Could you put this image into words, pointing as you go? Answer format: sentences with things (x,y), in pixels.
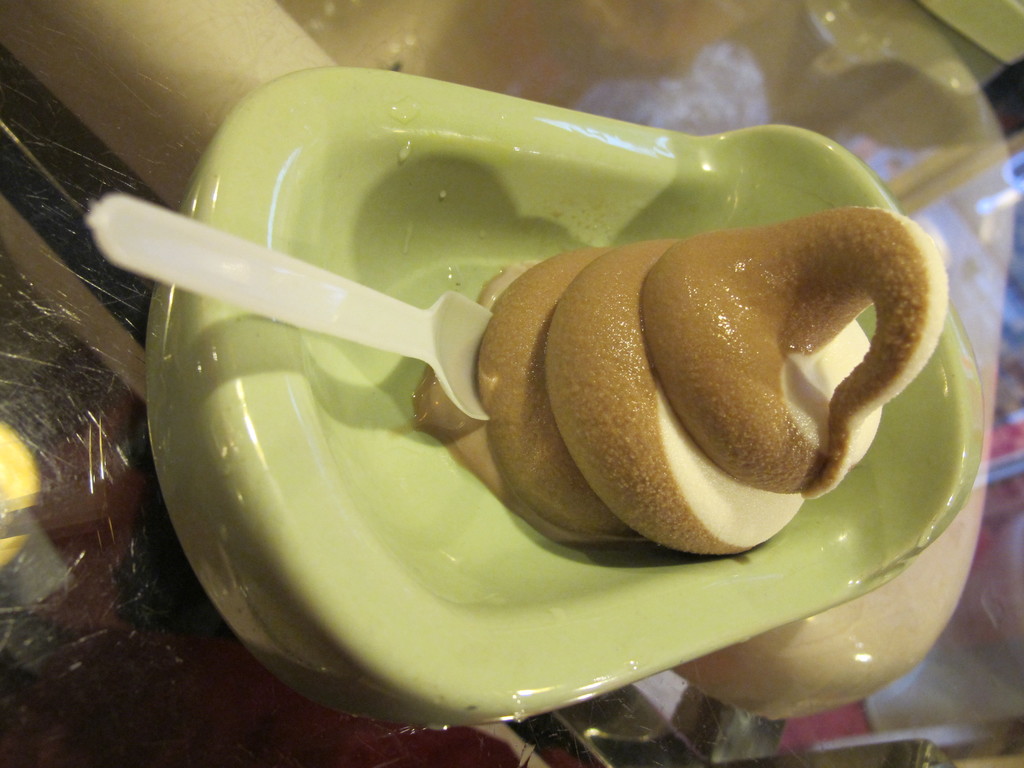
In this image, we can see a bowl (384,617) with ice cream (618,416) and spoon (439,368) on the glass surface (1010,702). On these glass (988,736) we can see few reflections (718,98). Through this glass (889,177) we can see some objects (868,675).
